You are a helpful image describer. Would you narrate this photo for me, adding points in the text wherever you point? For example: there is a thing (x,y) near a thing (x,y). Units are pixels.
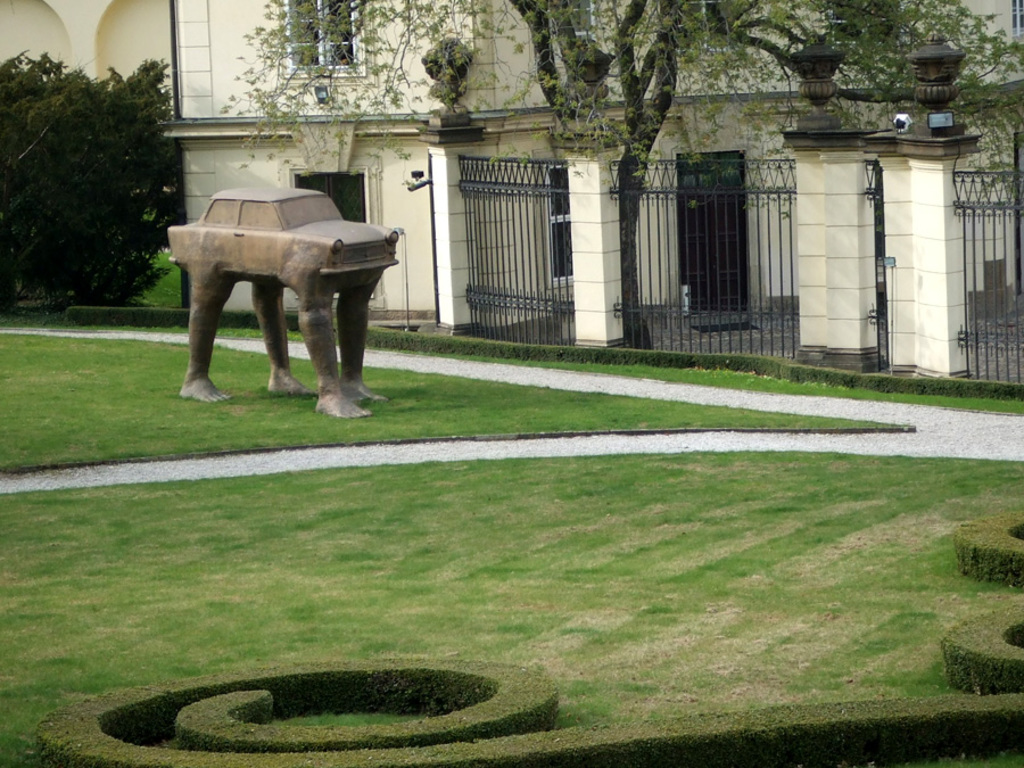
In the background (499,36) we can see a building (246,25), windows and lights (949,122). We can see the fence (1023,322) in black color. In this picture we can see the statue (365,243) near to a building (403,243). At the bottom portion of the picture (497,534) we can see the green grass (425,545).
